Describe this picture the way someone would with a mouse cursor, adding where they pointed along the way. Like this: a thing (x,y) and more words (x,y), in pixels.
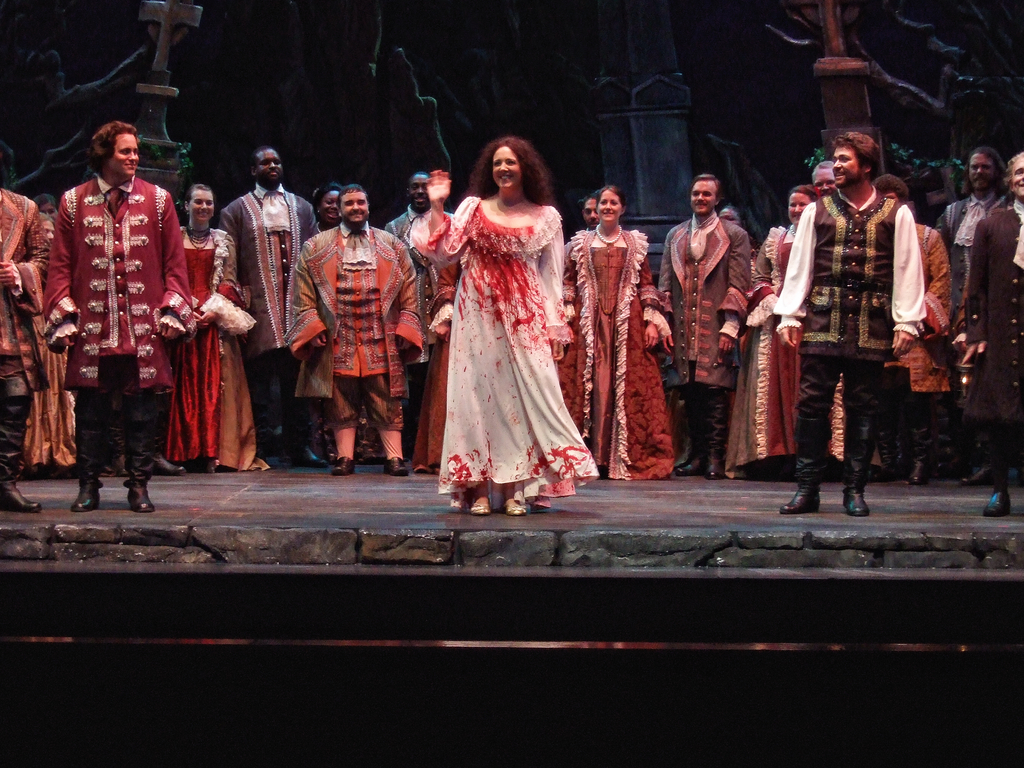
In the front of the image (307,360) I can see people (589,355) are standing. In the background of the image (163,170) there is a pillar (153,162) and objects (166,65).
